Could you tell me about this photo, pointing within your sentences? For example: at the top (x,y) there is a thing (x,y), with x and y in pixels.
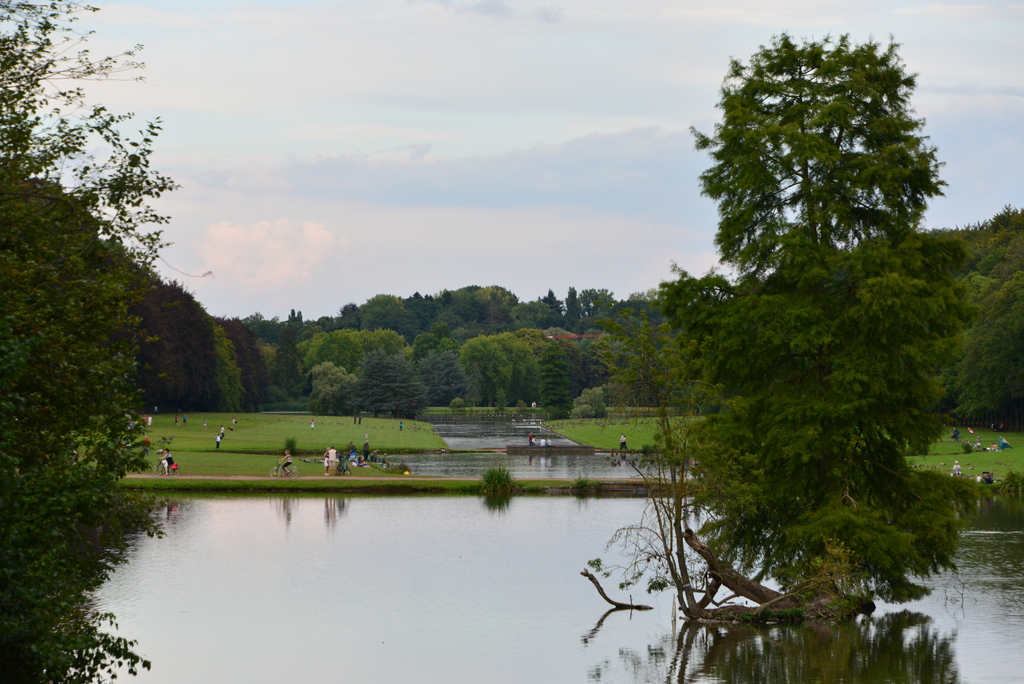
In this image we can see water (486,578), trees (595,358), persons (333,447), grass (356,433), sky (488,119) and clouds (353,138).
